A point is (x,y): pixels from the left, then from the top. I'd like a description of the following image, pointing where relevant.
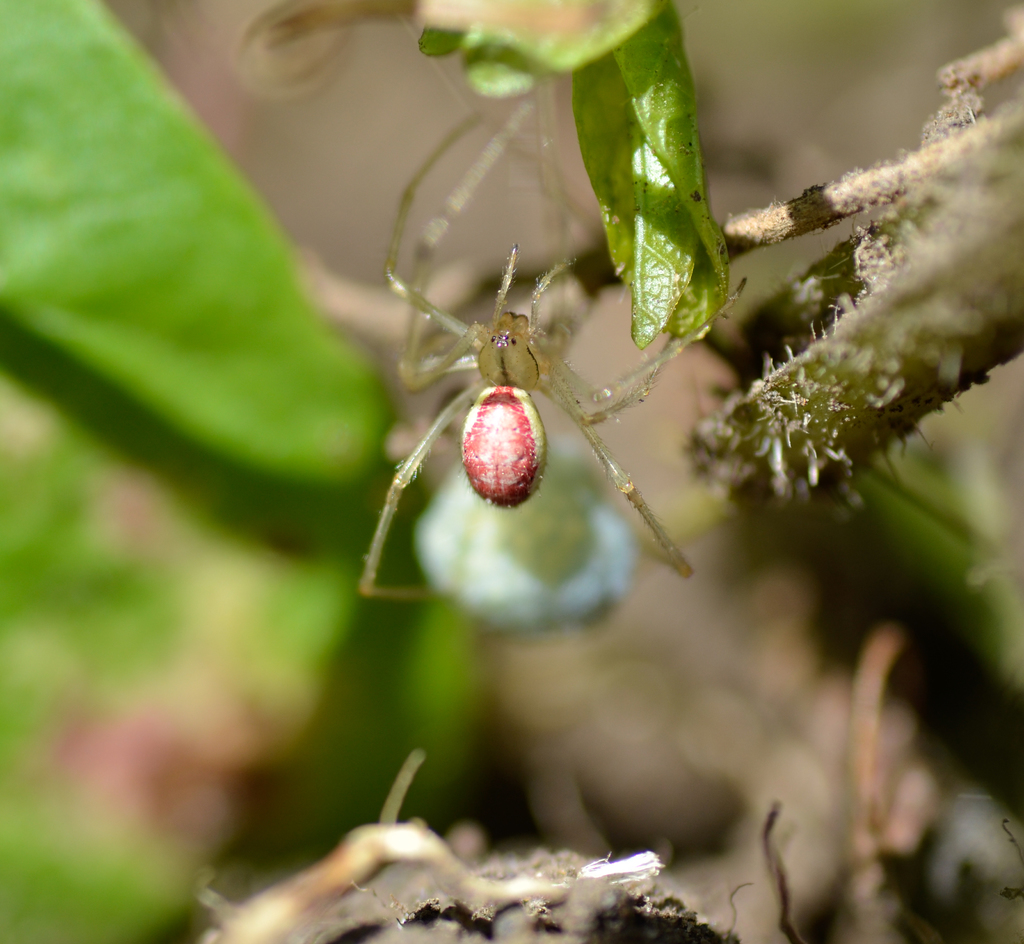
In this image, we can see a spider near the green leaf (614,151) and there is a blur background (1011,498).
